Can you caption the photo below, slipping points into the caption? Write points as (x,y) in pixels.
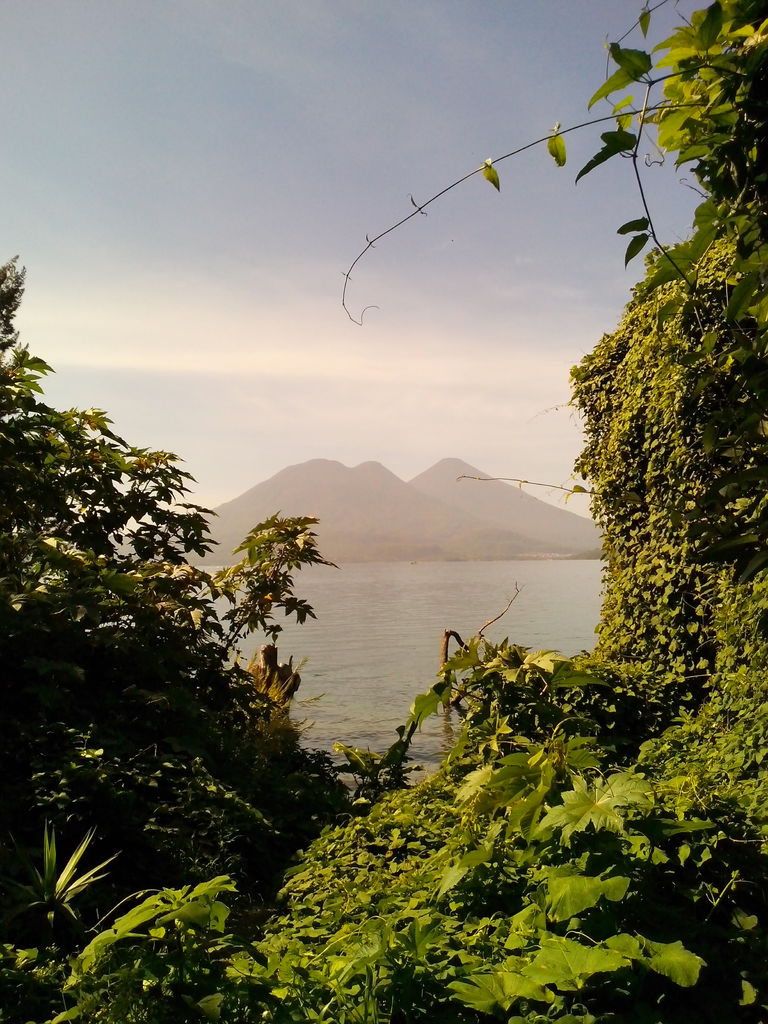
In this picture we can describe about a beautiful view of the nature. In front (249,996) we can see many trees (678,498) and plants (334,565). Behind we can see a lake water (312,577). In the background (388,479) we can see huge brown mountain (285,470) and a blue clear sky (191,330).
